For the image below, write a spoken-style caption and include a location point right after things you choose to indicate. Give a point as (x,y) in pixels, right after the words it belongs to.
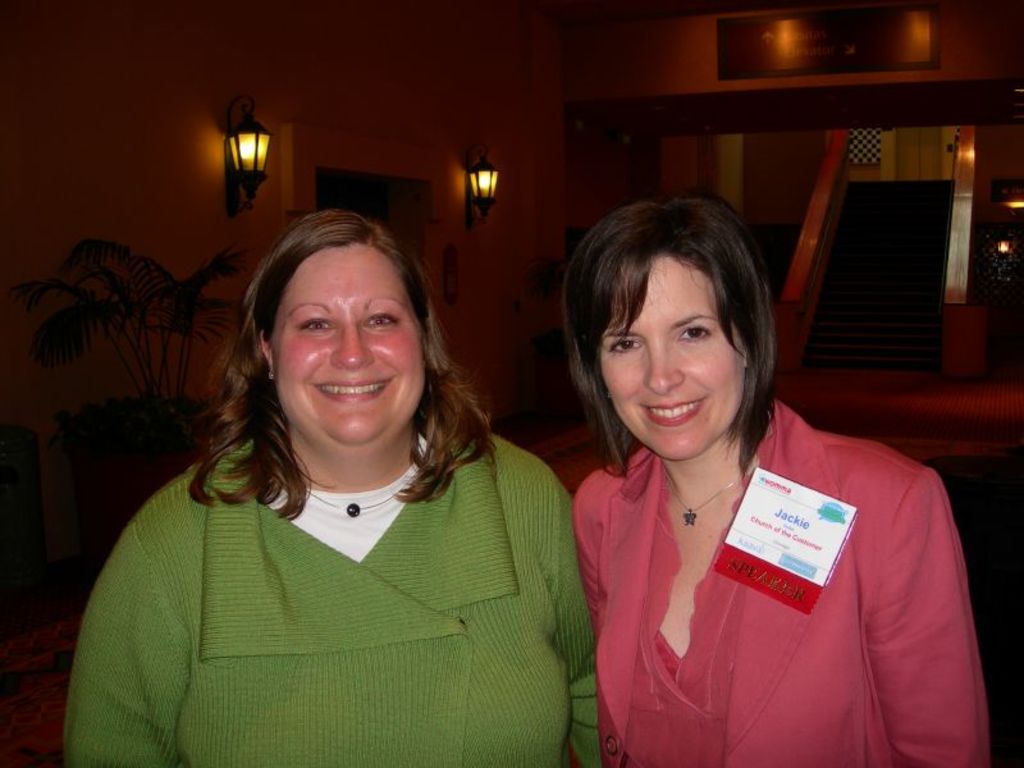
In this image we can see there are two people (522,531) standing and at the back (894,45) we can see the frame (735,58) and lights (489,166) attached to the wall (500,207). And there are stairs (921,216) and potted plant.
